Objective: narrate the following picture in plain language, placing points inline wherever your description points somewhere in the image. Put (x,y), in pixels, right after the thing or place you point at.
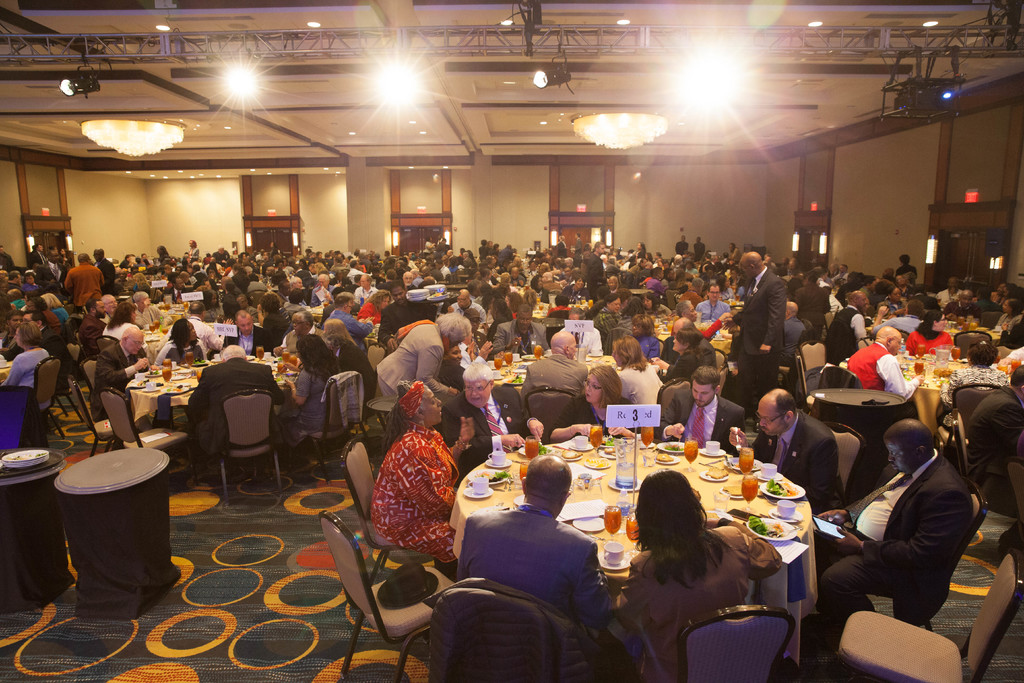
This is a picture in a hall (441,282), there are lot of people (494,281) sitting on the chairs (112,408). The people (416,438) are sitting in a round near the table (694,466) on the table (684,458) there is a food (773,494) on the plate (786,497) and the drink (745,475) on the glasses (746,476). The floor (213,631) is covered with a mat (278,589) and the top of the people (521,298) there is roof (175,83) with the chandelier (123,137) and the lights (714,74).
